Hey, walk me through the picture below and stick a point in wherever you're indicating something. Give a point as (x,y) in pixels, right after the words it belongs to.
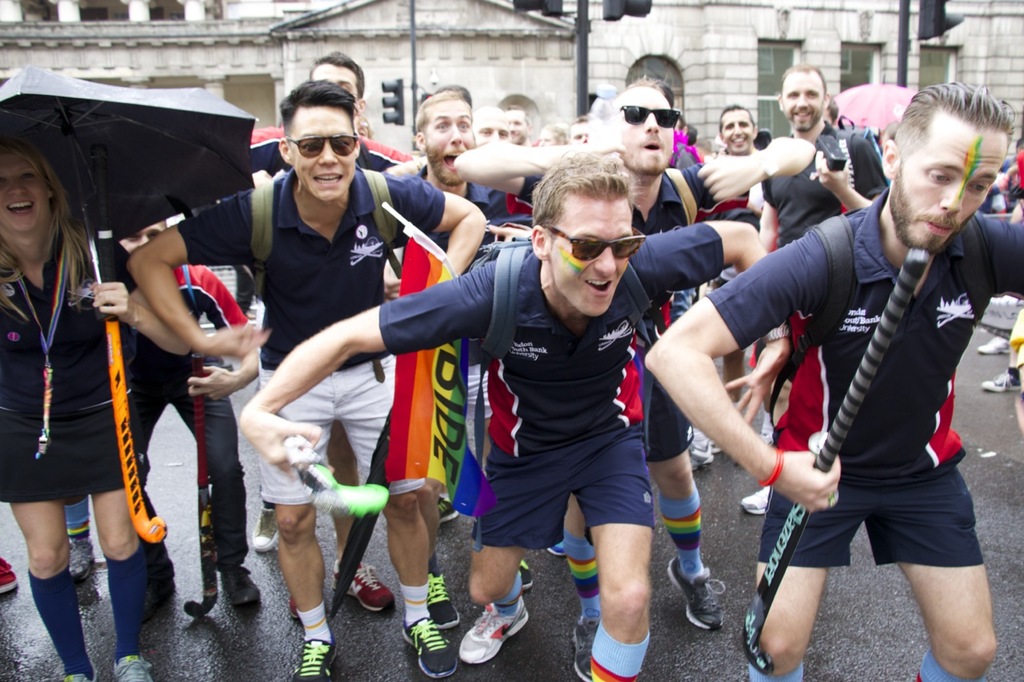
As we can see in the image in the front (636,253) there are group of people (609,258) wearing blue color dresses (532,340). On the left side (93,318) there is a woman (92,383) holding an umbrella (114,221). In the background (610,44) there are buildings (367,48), windows (638,67) and traffic signals (392,94).
